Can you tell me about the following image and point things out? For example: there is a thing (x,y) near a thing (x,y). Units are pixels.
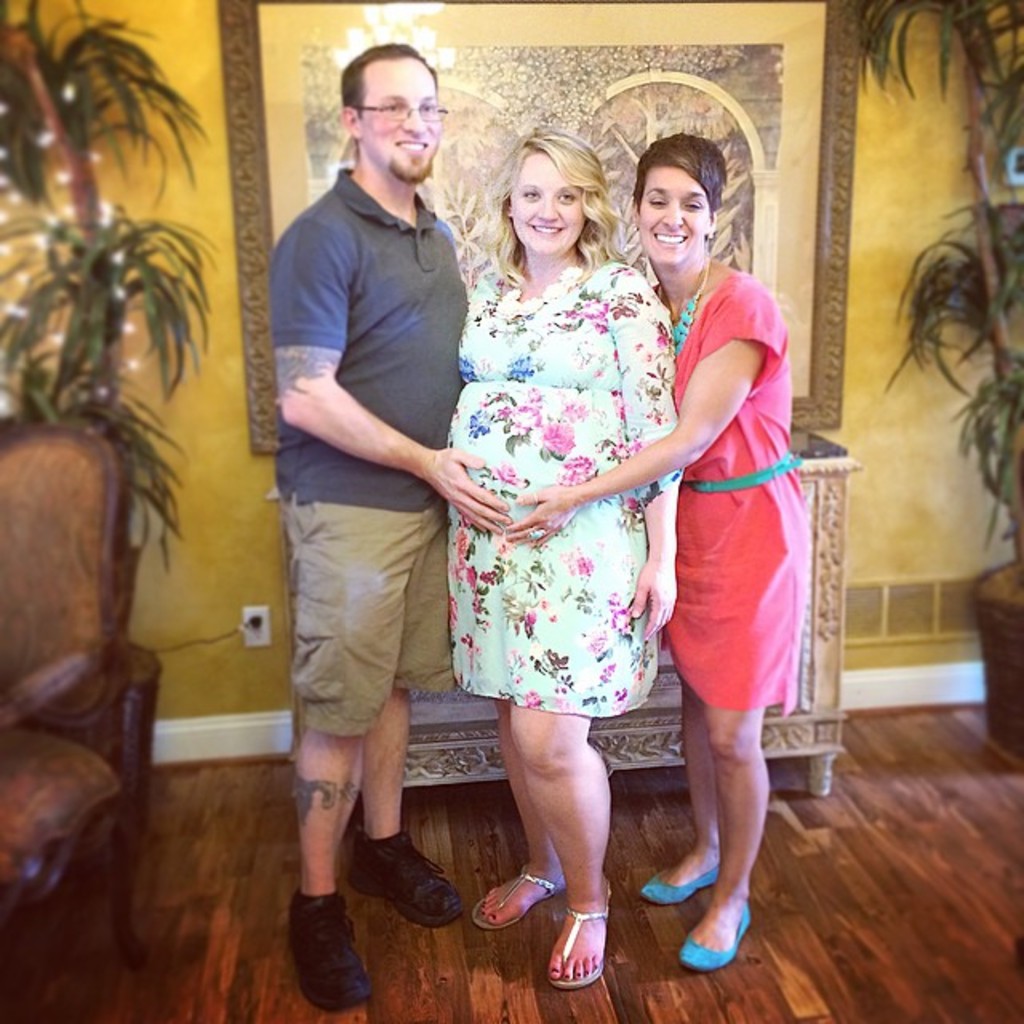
In the image we can see there are people (491,398) standing on the floor (797,893) and there is photo frame (770,165) kept on the wall (878,165). Behind there are plants (176,473) kept in the pot (1001,739) and the pots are kept on the floor (956,748). There is a chair (2,676) kept on the floor (187,893).
